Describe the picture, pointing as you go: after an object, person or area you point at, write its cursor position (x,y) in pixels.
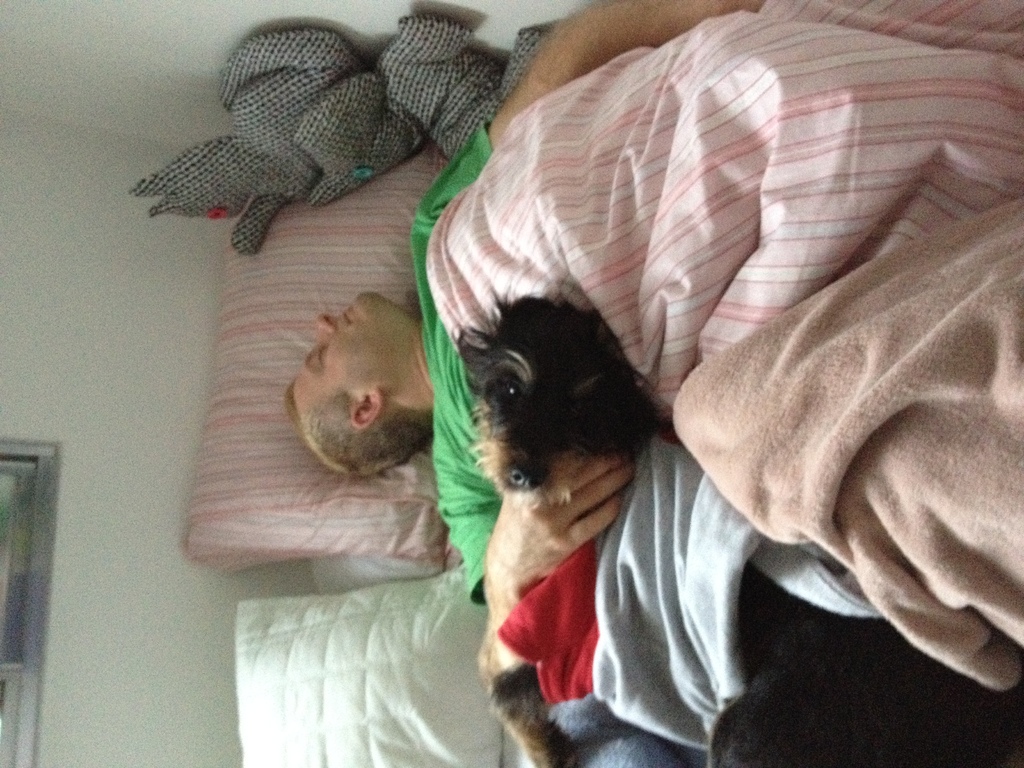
In this image I can see the person (450,391) wearing green t shirt (460,421) sleeping and a dog (538,408) on the bed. I can see few clothes (729,419), few pillows (328,500) and the white colored wall (111,283).
